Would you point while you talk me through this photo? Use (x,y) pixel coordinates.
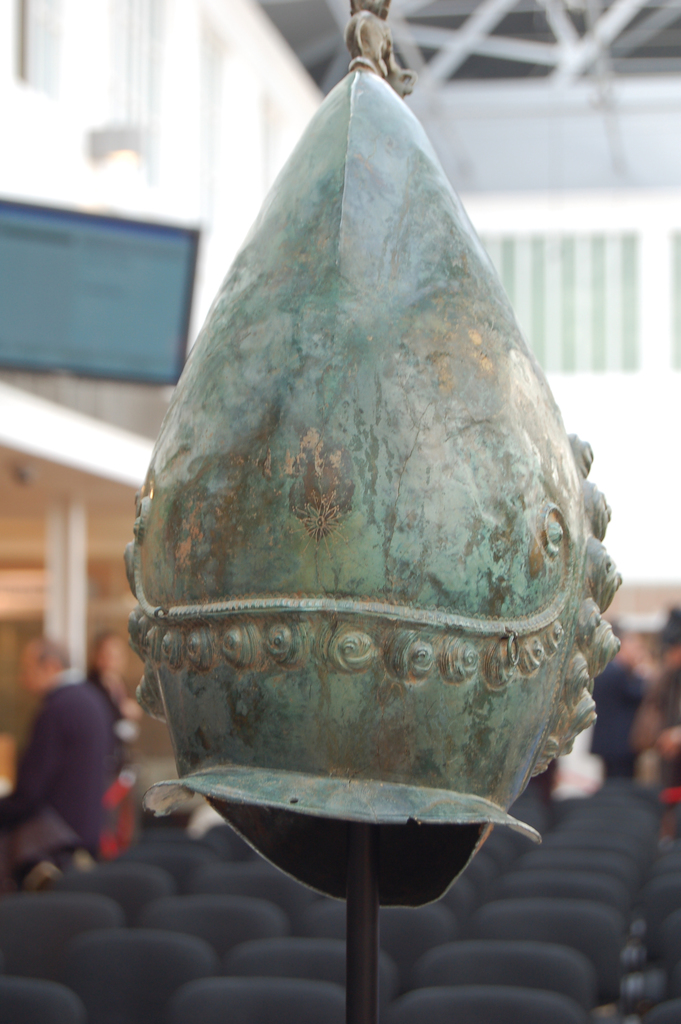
This image is taken indoors. In the background (668,339) there are a few walls (587,345). There is a pillar (58,560) and there is a television (97,250) on the wall (182,177). At the top of the image (501,32) there is a roof (512,34) and there are a few iron bars (473,21). At the bottom of the image (169,927) there are many empty chairs (304,903) and there are a few people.
